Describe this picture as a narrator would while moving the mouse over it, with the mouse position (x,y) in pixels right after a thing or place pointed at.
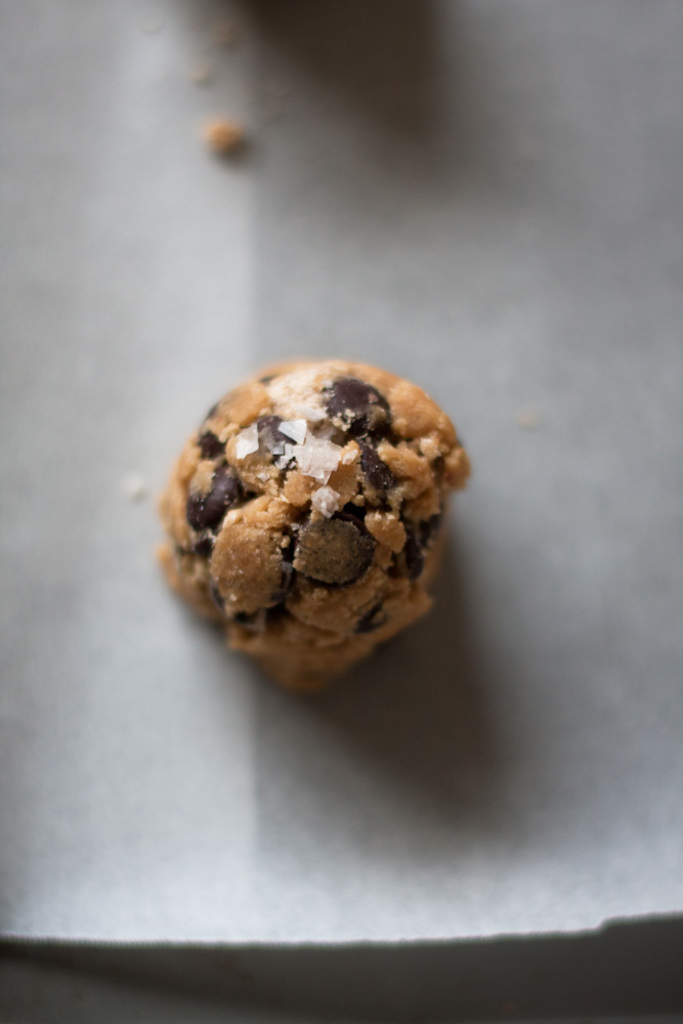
In this picture I can observe food (348,500). The food (327,479) is in brown color. The food (275,480) is placed on the grey color surface (198,346).
